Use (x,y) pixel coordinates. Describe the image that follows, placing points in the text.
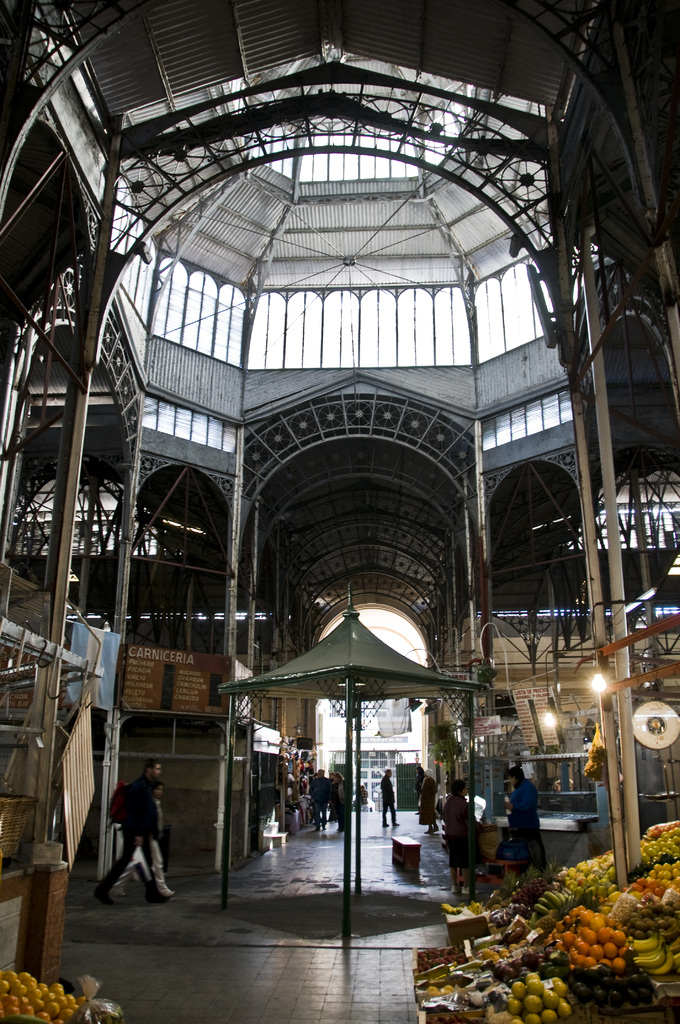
In this picture I can see inside of the building (216,390), few people (456,829) are walking, there are some fruits (516,954) placed.
